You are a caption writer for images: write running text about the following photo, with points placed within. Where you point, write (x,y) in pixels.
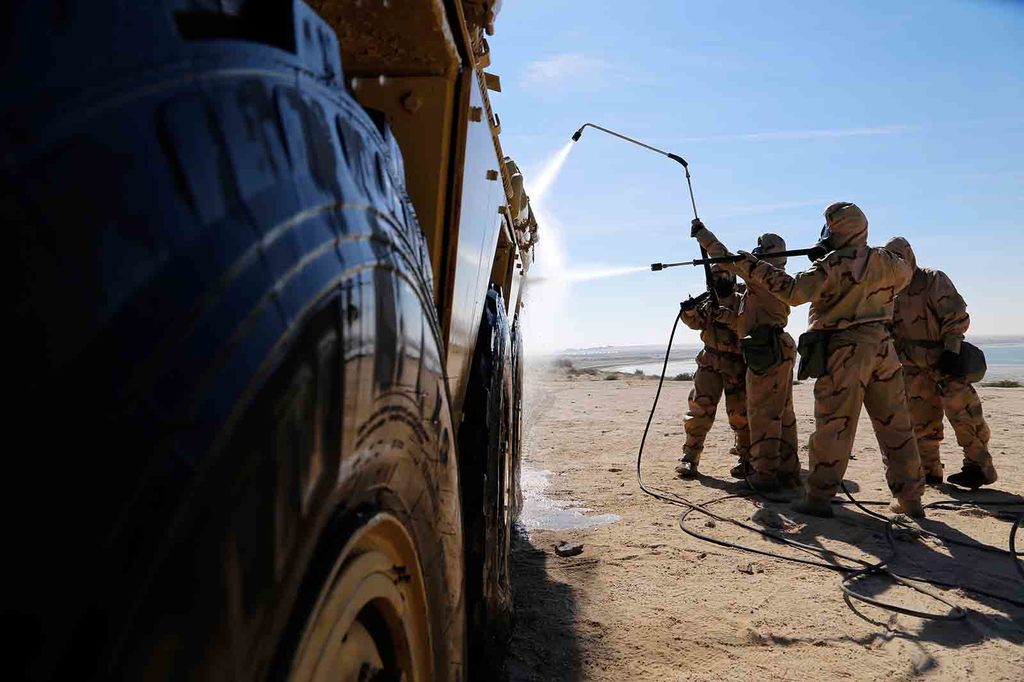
On the right (730,296) there are people (746,291) wearing a costume (772,286) and holding pipes (646,490), they are cleaning a vehicle (455,222). In the foreground (686,580) there is sand (655,380) also. In the background (612,364) there is a water body (640,364). At the top (783,59) it is sky (823,94).
